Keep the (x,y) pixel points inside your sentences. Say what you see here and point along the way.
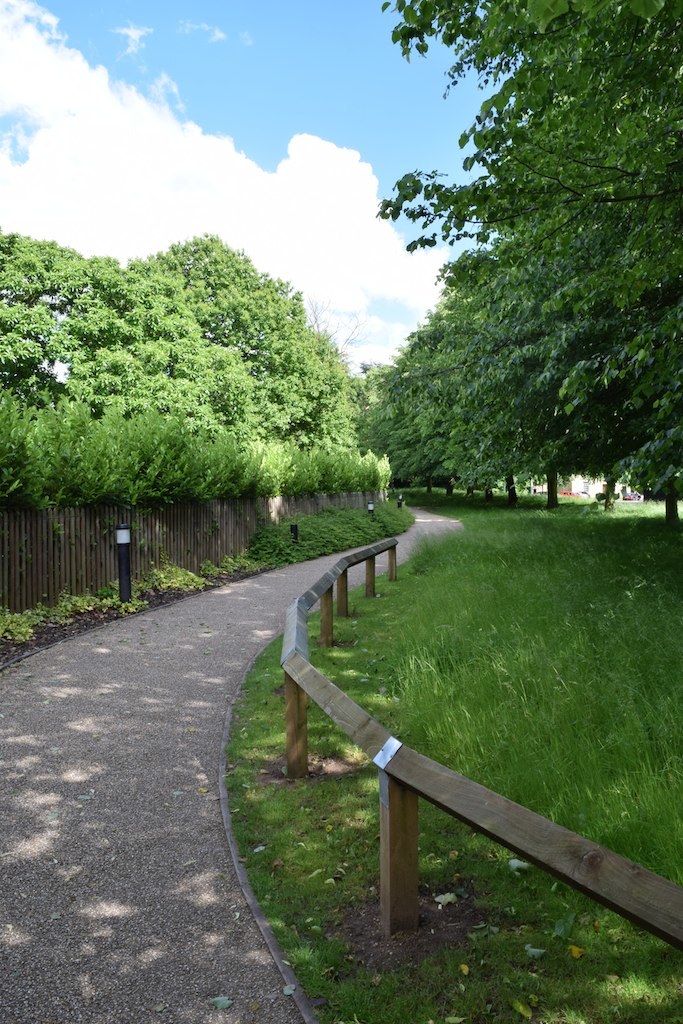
In this image, we can see the ground (517,915). We can see some grass (454,641), plants (373,464) and trees (509,283). We can also see the fence (138,536) and some poles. We can also see the sky (368,49) with clouds (434,296).
